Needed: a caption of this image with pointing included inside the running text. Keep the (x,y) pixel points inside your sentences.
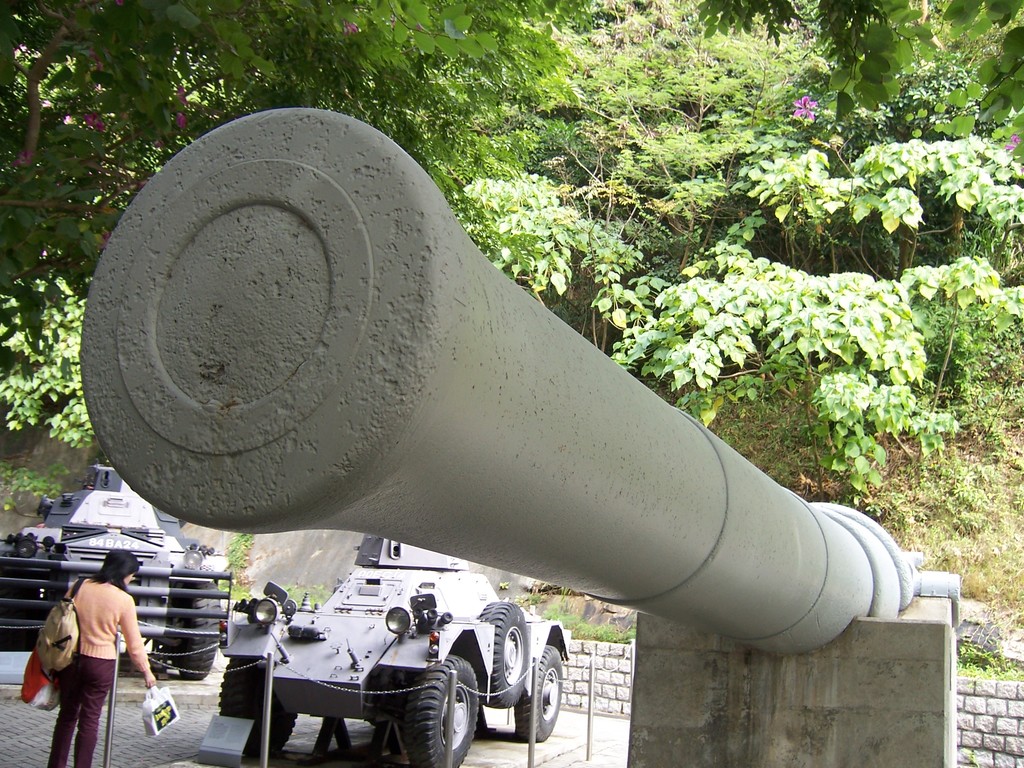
In this picture we can see a cannon (255,404), vehicles (240,642) and a person (114,628) carrying bags (54,629) and standing on the ground (131,693), poles (112,697), wall (964,692) and in the background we can see trees (570,133).
